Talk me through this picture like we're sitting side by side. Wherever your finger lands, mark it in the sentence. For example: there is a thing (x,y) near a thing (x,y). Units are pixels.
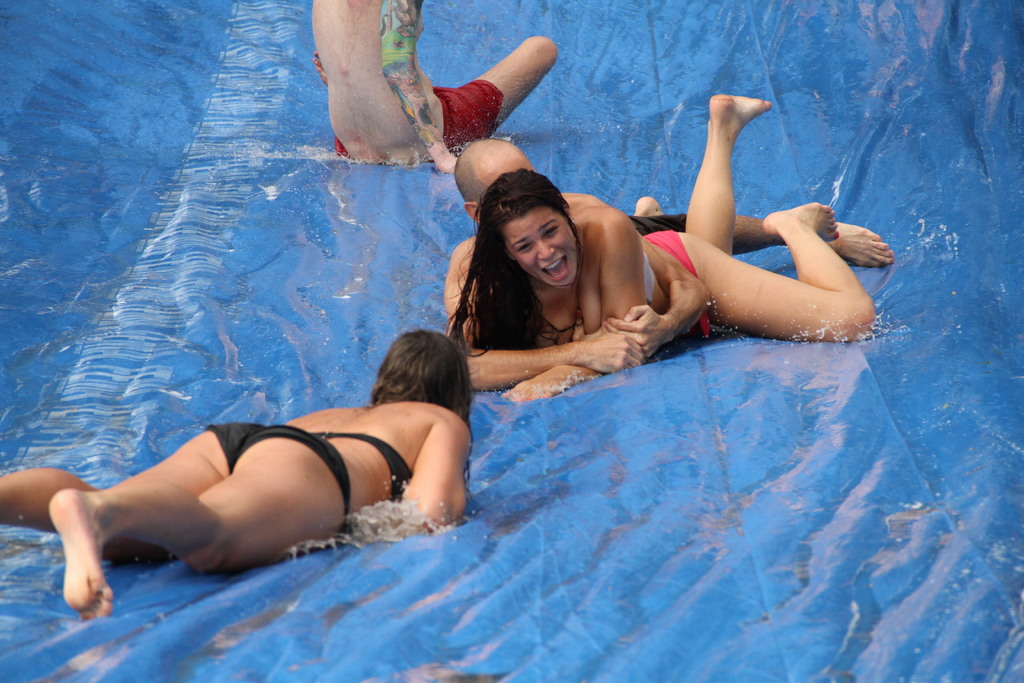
In this image on a slide (391,552) there are few people (503,178). In the left (335,459) a lady (368,436) is sliding she is wearing black bikini (384,449). The surface (943,412) is blue in color.
